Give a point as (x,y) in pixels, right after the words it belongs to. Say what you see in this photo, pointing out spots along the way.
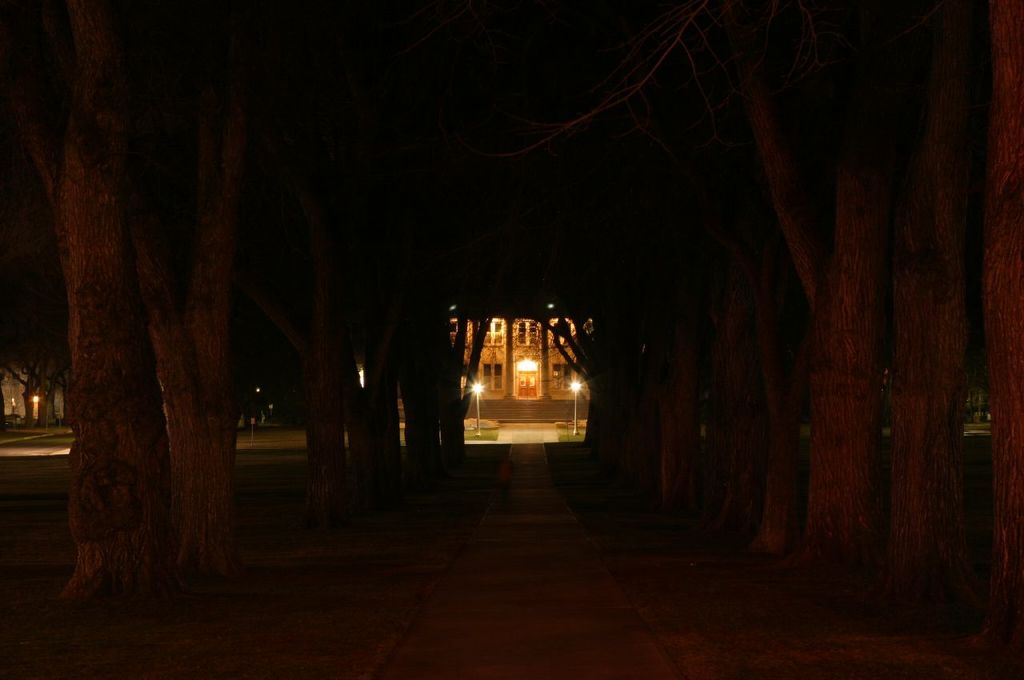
In the picture we can see two rows (598,443) of tree (780,539) and in the middle of it we can see a path (587,643) and in the background (532,413) we can see a building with pillars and near the building (522,404) we can see lights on the either sides and beside the building (503,402) we can see trees (621,448).
